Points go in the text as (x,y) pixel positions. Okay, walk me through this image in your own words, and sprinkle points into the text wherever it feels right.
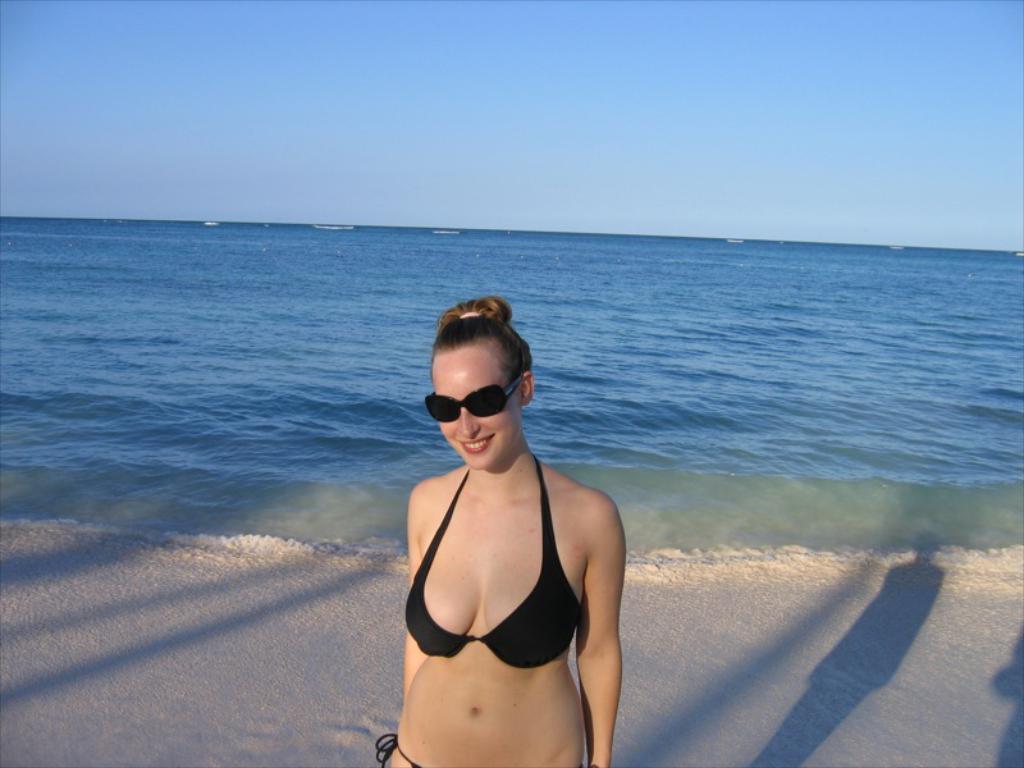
In the center of the image (519,357) a lady (457,502) is standing and smiling and wearing goggles (467,396). In the background of the image (407,385) we can see the water (696,366). At the bottom of the image (769,669) we can see the soil (854,604). At the top of the image (707,110) we can see the sky (622,125). In the middle of the image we can see the boats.
